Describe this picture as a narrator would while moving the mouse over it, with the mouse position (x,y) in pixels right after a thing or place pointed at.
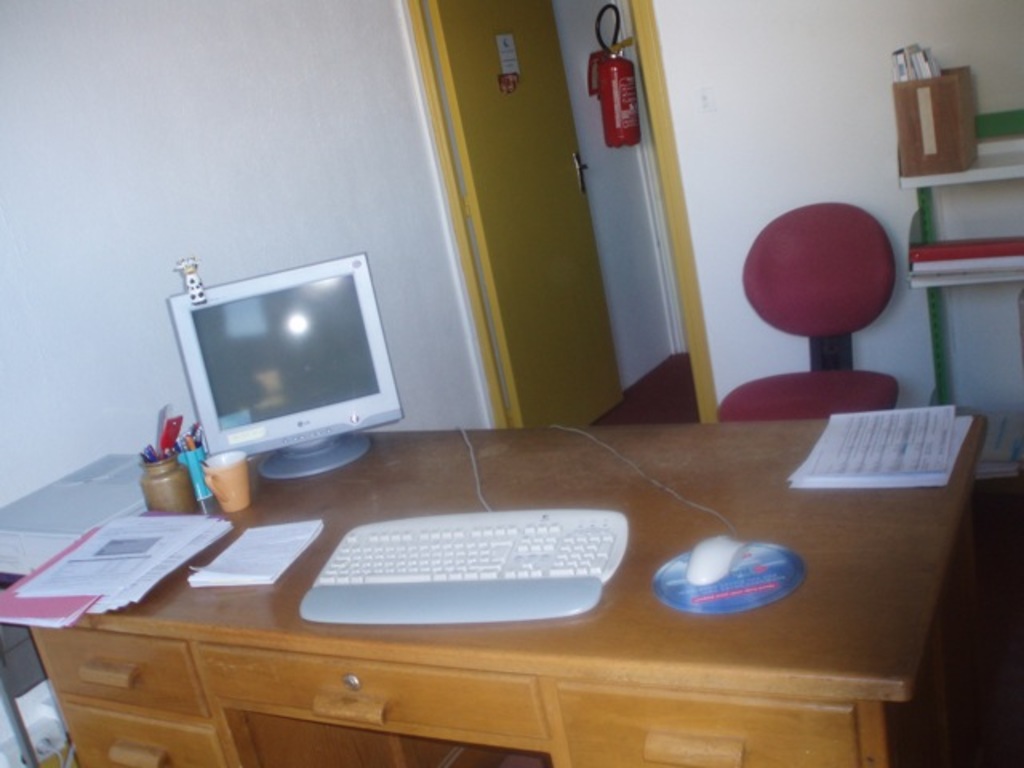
In the image in the center (407,485), we can see one table (556,639) and drawers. On the table (761,526), we can see one keyboard (474,561), mouse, monitor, files (135,539), papers (151,538), jars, pens (201,435) etc. In the background (585,159) there is a wall (679,124), door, chair (772,273), fire extinguisher (620,113) and books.
